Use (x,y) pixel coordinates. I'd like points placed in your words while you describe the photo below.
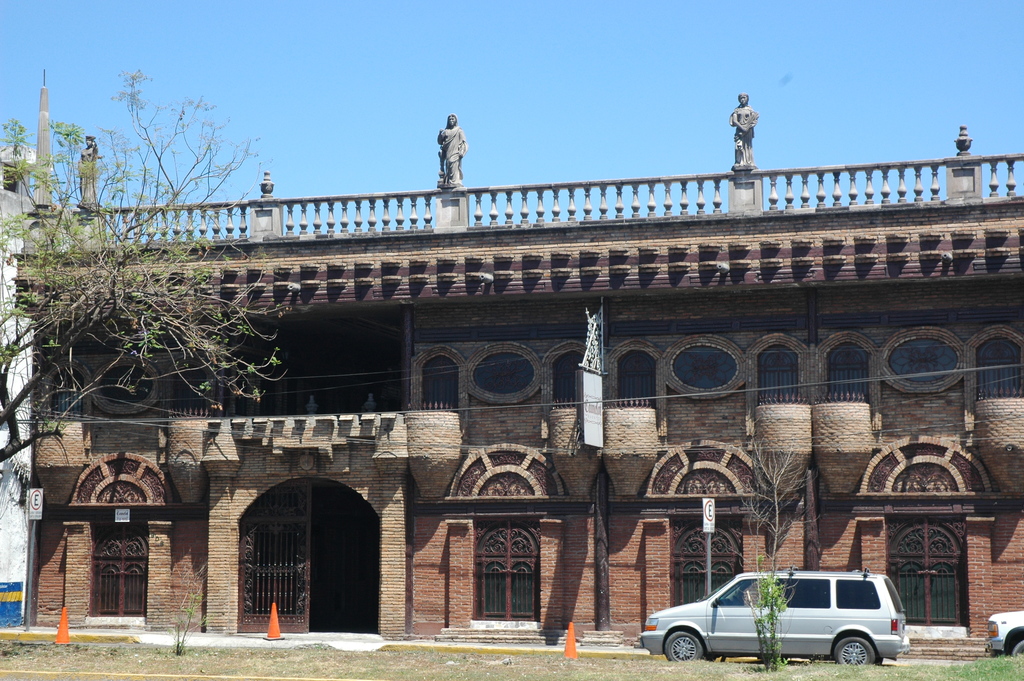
In this picture we can see a clear blue sky (562,93) and it seems like a sunny day. At the top of a building (962,152) we can see the sculptures (962,152) and a railing (976,160). We can see a gate (287,547) and windows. Near to a building (962,152) we can see poles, boards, traffic cones (66,632), plants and vehicles (1012,637). On the left side of the picture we can see a blue object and it seems like a barrel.
